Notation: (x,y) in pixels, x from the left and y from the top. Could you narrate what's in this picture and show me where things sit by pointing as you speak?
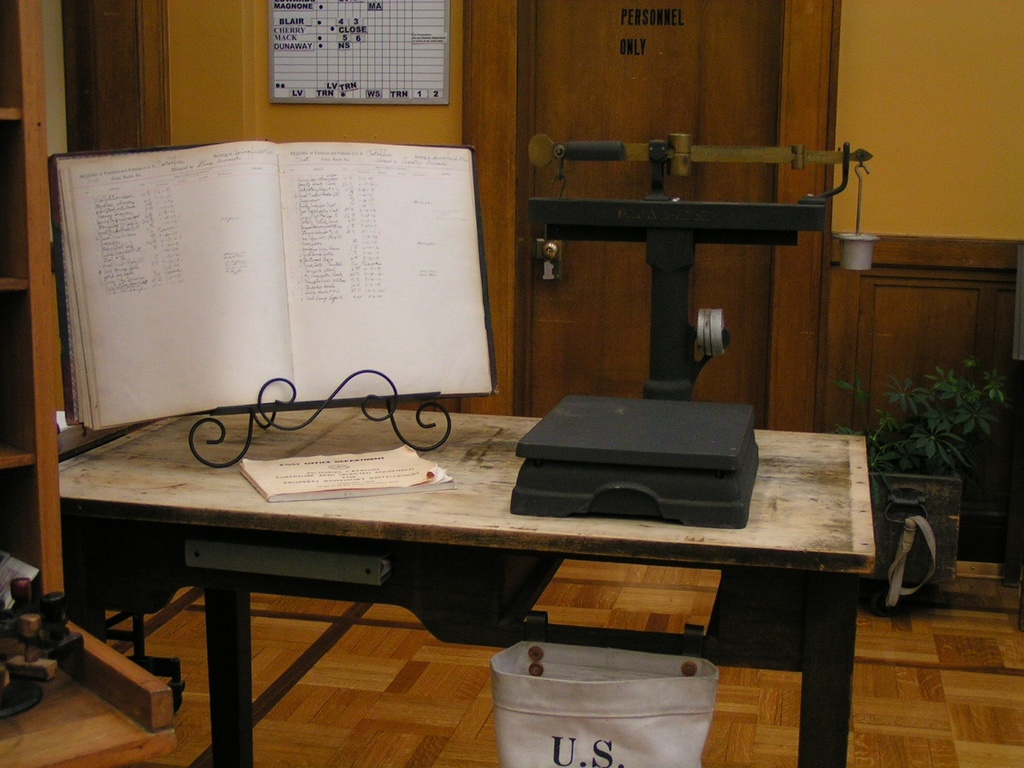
In this image I can see table (178,474) on the table (270,431), I can see a book (305,360), stand (324,409), machine (660,153) visible, under the table (524,639) I can see white basket (607,719), on the right side (941,501) I can see flower pot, plant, in the middle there is a door (503,44), wall (422,106), on the wall (355,117) I can see notice paper (292,52), on the left side (22,318) I can see rack (24,340).
